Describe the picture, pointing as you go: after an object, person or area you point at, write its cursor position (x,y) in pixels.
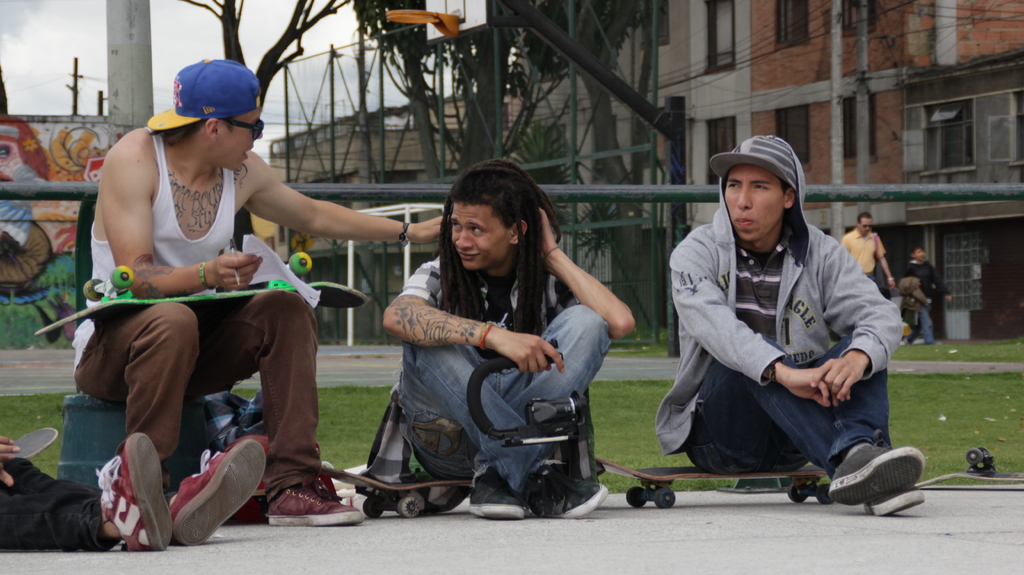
In the image few people (599,499) are sitting and there are some bags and skateboards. Behind them there is grass (1010,434) and fencing (892,189). At the top of the image (919,145) there are some trees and buildings (818,122) and poles (838,121).
